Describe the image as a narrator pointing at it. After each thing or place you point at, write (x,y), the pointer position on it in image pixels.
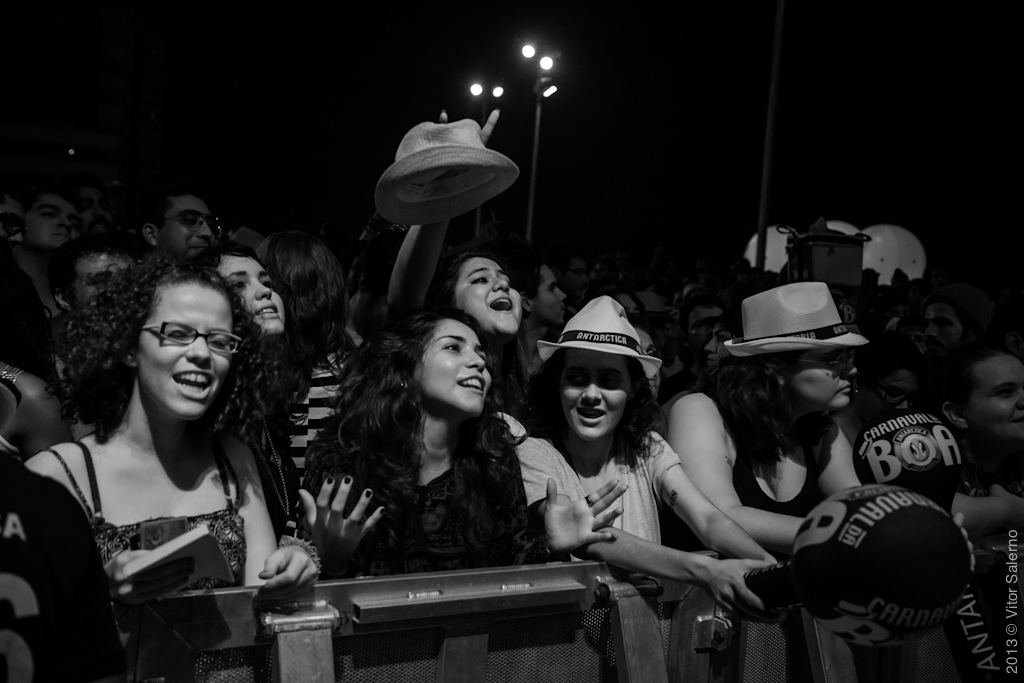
In this picture we can observe some people (258,498) standing behind the railing (135,664). Most of them are women (148,346). Some of them are wearing hats (607,331) on their heads (599,363). We can observe poles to which four lights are fixed. The background (803,157) is completely dark.
